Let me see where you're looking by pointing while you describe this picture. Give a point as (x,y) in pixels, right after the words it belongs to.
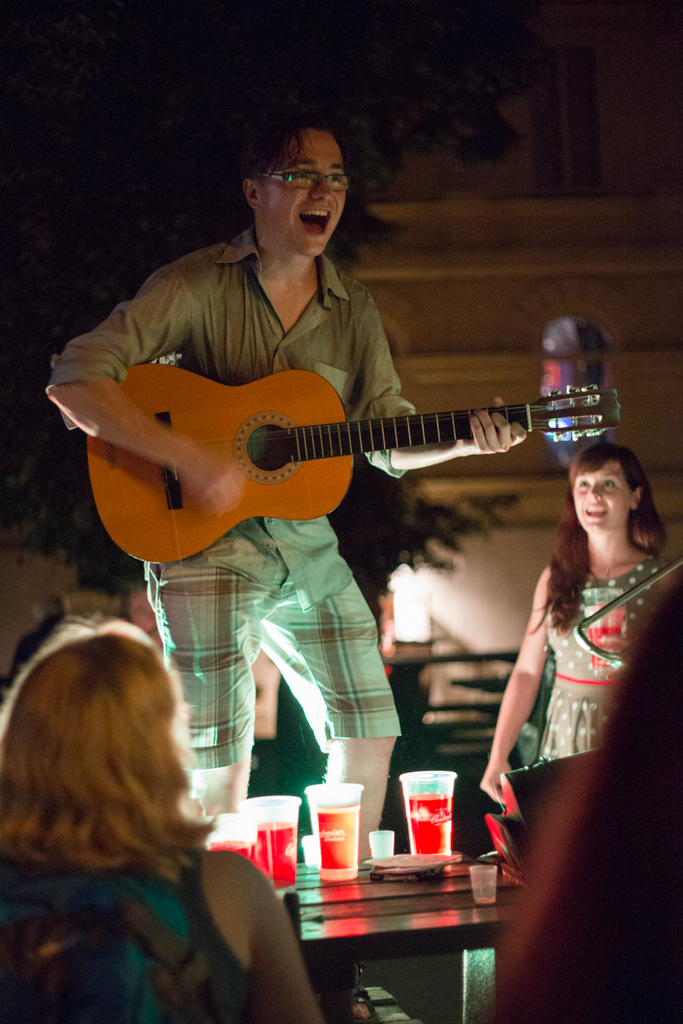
In this image there are some people (374,699) and one person (329,552) is playing the guitar (294,473) and shouting and another two girls (186,777) are watching a guy (333,357) and the background (446,192) is little bit dark.
